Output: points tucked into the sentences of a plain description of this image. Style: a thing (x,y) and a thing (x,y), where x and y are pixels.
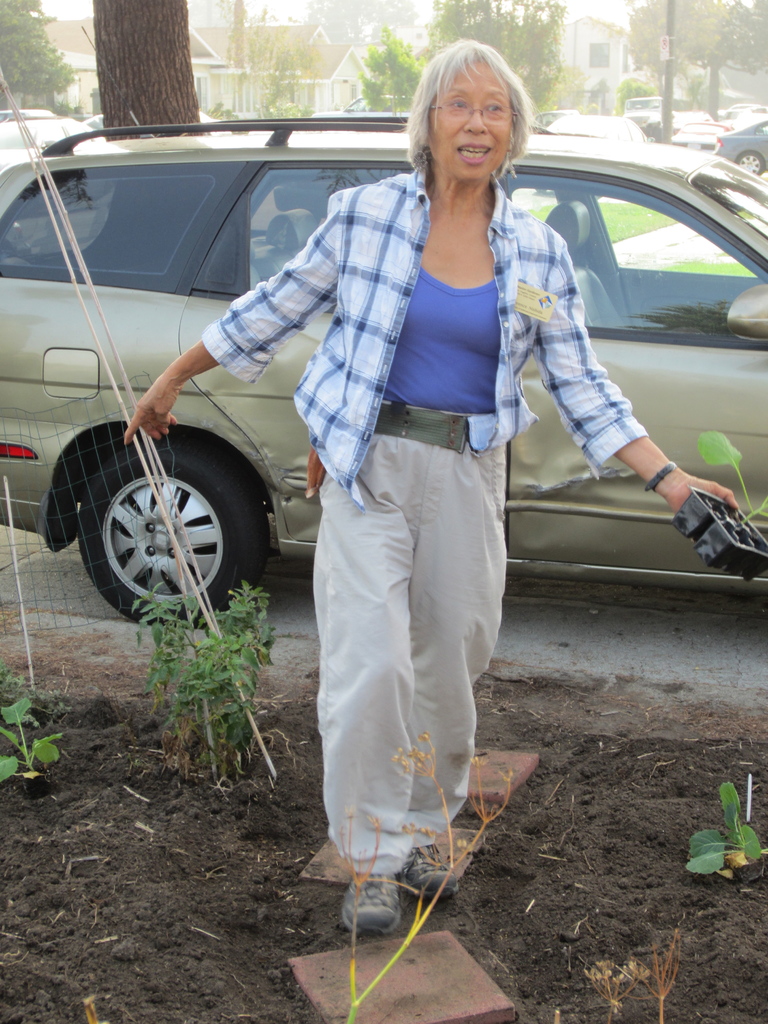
This image is taken outdoors. At the bottom of the image (218,847) there is a ground (205,911) with a few plants (254,685) on it. In the background (128,52) there are a few trees (555,73) and there are a few houses (350,71). Many cars (679,135) are parked on the road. In the middle of the image (342,447) a woman (435,477) is walking on the ground (706,1005) and she is holding an object (701,501) in her hand (687,481).
